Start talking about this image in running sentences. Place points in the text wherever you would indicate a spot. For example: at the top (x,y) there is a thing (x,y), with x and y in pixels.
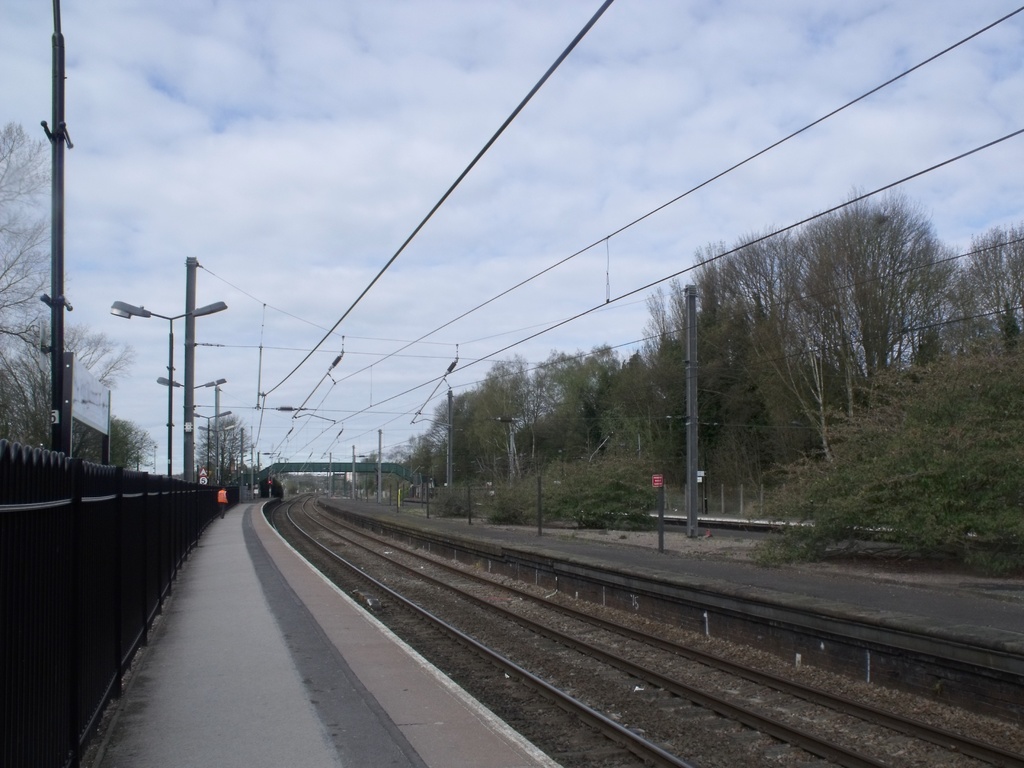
This image is clicked in a railway station (365,500). There is a platform (239,600) in the middle (383,510). There are railway tracks (582,732) in the middle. There is sky (477,142) at the top (102,250). There are trees (635,372) in the middle (650,424). There are lights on the left side (171,312).
